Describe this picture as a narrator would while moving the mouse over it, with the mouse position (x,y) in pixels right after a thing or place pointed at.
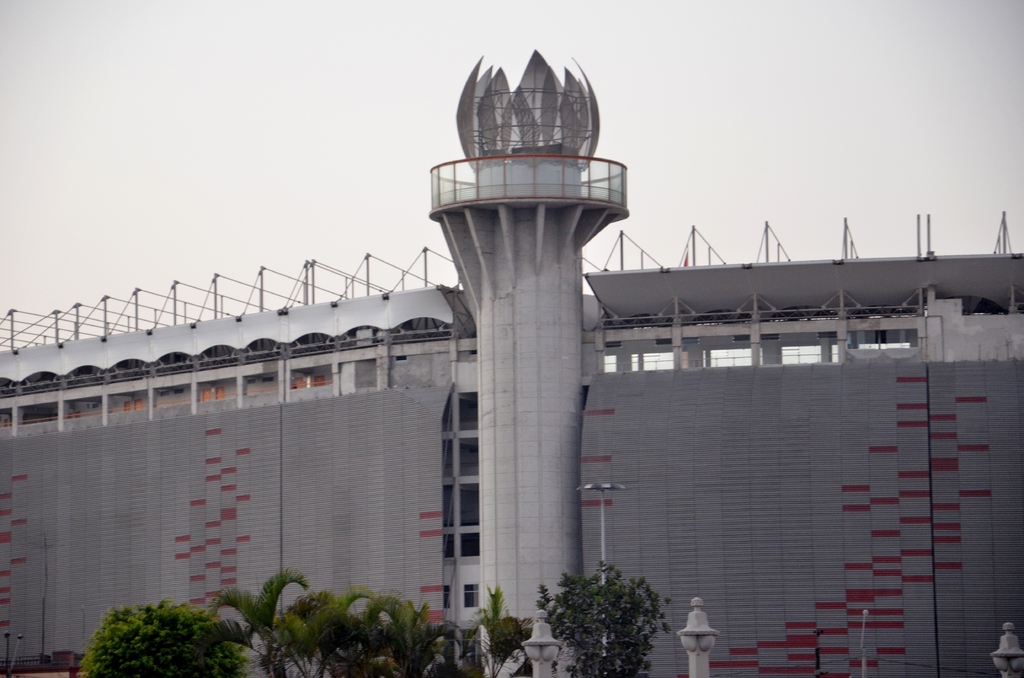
This is an outside view. At the bottom (412,645) there are trees (153,660) and poles (690,651). In the middle of the image (554,363) there is a tower (498,318) and a building (710,425). At the top of the image (191,124) I can see the sky (172,161).
